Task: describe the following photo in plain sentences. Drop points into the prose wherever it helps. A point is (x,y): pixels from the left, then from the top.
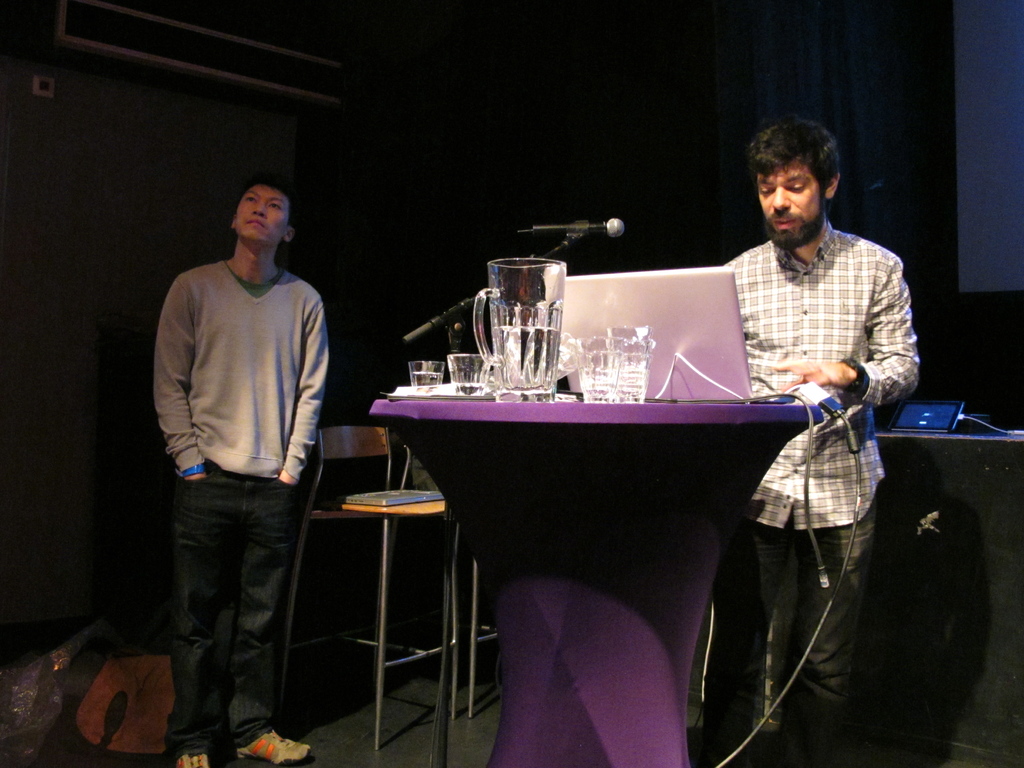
The person (788,355) in the right (797,346) is operating a laptop (711,346) which is on the table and there are glass jars (546,346) and glasses (616,353) on it and there is a mic (596,230) beside him and there is another person (297,279) standing in the left corner (254,369).
